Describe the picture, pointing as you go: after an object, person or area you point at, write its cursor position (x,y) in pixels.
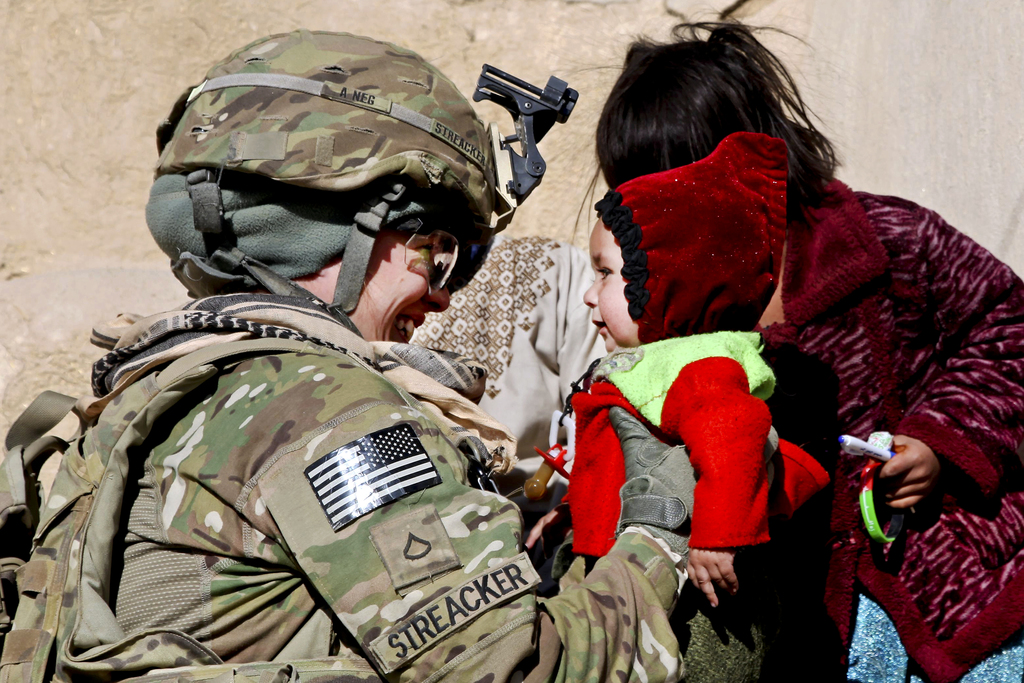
In this image I can see few children (951,472) and here I can see a person (484,498) in uniform (261,402). I can also see something is written over here and I can see this person (464,488) is holding a baby (579,438).
